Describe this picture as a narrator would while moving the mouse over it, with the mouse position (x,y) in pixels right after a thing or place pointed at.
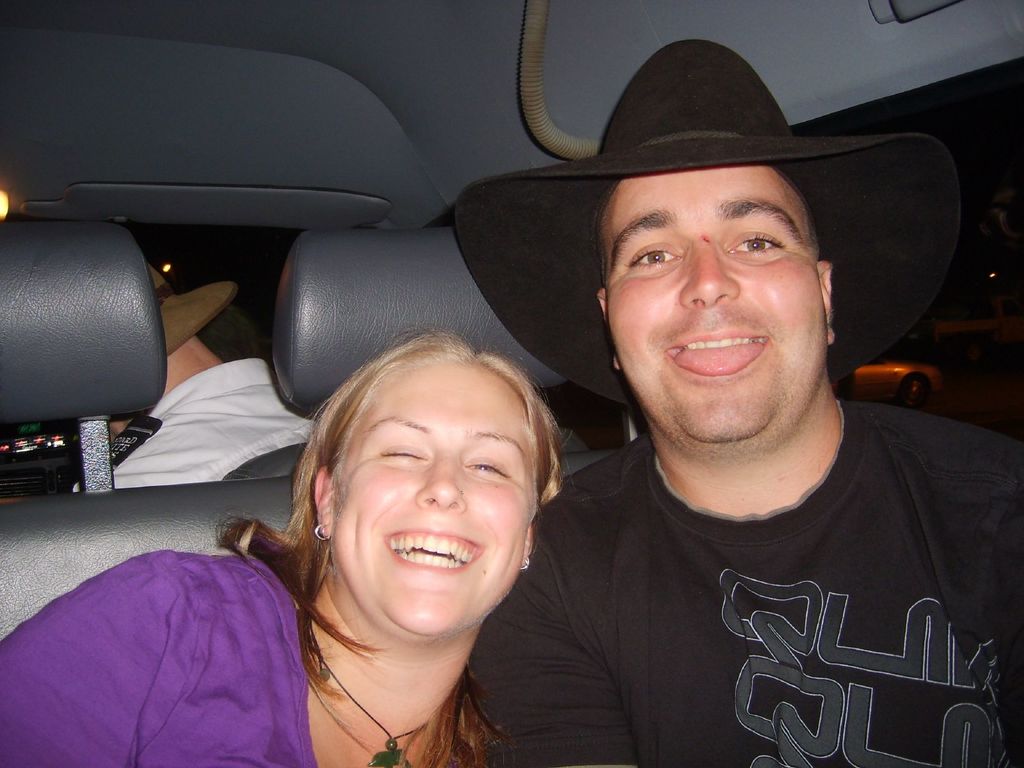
In this image, I can see the man (568,605) and woman (364,697) sitting and smiling. This picture was taken inside the vehicle (264,474). In the background (211,441), there is another person (191,417) sitting. On the right side of the image (864,389), I can see a vehicle (894,368) through a glass door (923,358).
